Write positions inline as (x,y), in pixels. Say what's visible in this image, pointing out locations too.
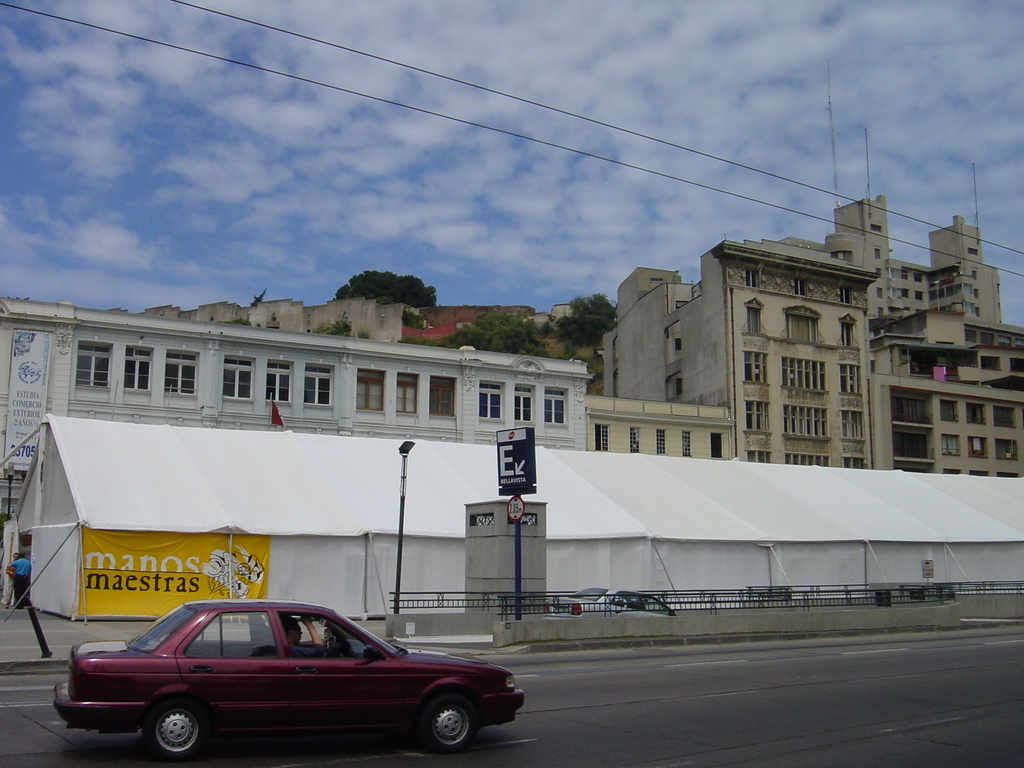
In this picture we can see the red color car (463,711) moving on road (831,715). Behind we can see a white color tents (702,499). behind there are some buildings (248,417). On the top (544,42) we can see the sky (678,121) and clouds (627,38).
